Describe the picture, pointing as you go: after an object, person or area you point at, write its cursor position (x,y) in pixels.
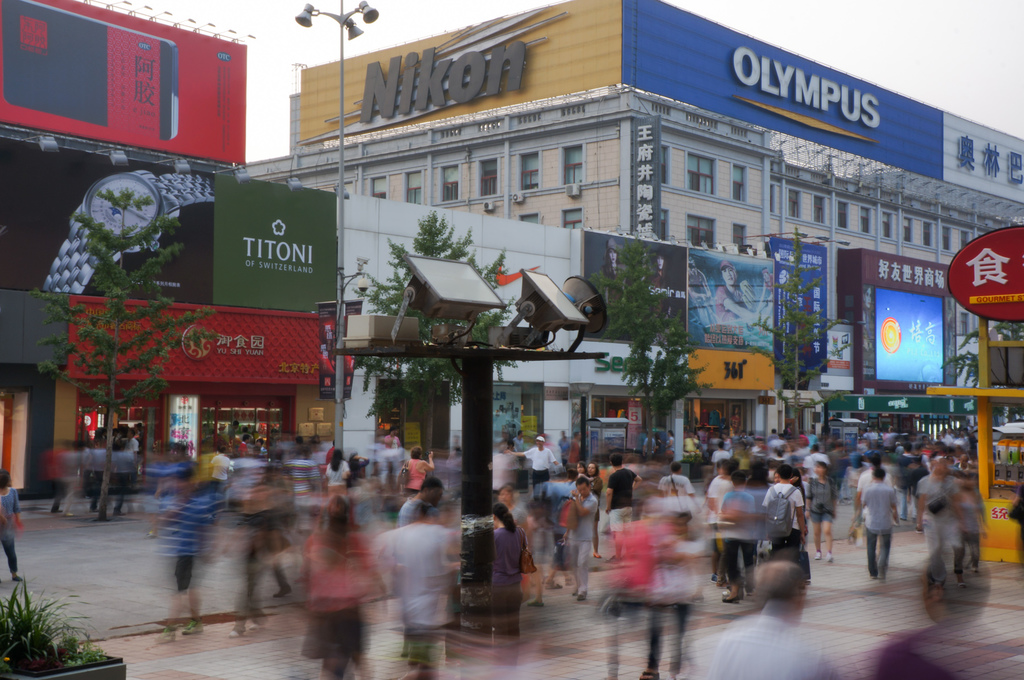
In this image we can see a few people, there are buildings (600,194), windows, there are boards (353,133) with some text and images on them, there are light poles (453,280), plants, trees (434,234), also we can see the sky (801,49).
